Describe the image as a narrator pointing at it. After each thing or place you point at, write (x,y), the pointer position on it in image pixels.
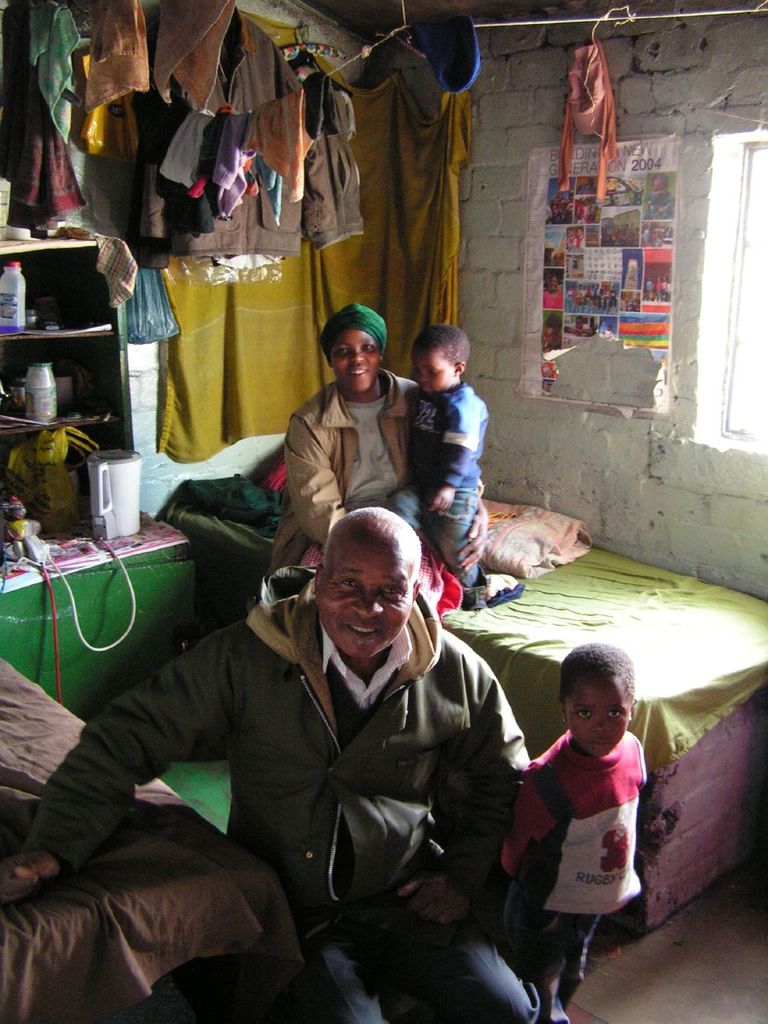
In this picture I can see a man (376,815) and a woman (394,466), there are two kids (546,784), there is a paper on the wall (641,125), there is a window (758,152), there are clothes (296,180), blankets (693,736), there are some items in the rack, and in the background (397,97) there are some objects (588,94).
